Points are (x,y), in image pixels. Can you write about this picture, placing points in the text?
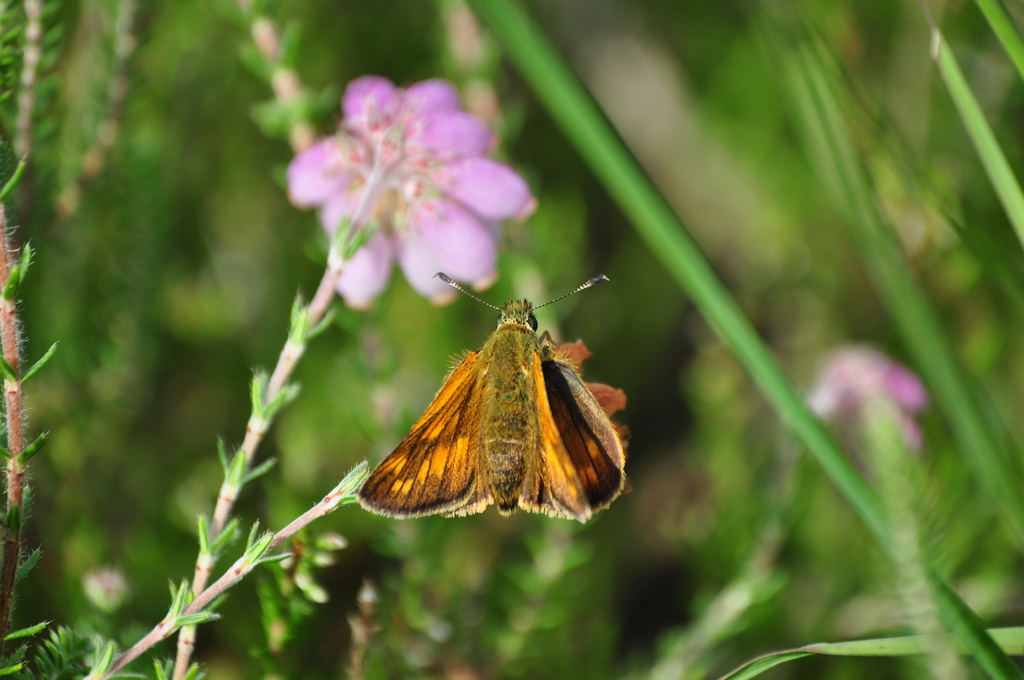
In this image there is an insect (448,410) on the plant (309,519). There are few plants (372,294) having flowers (462,234). Background (631,192) there are few plants (359,343).
